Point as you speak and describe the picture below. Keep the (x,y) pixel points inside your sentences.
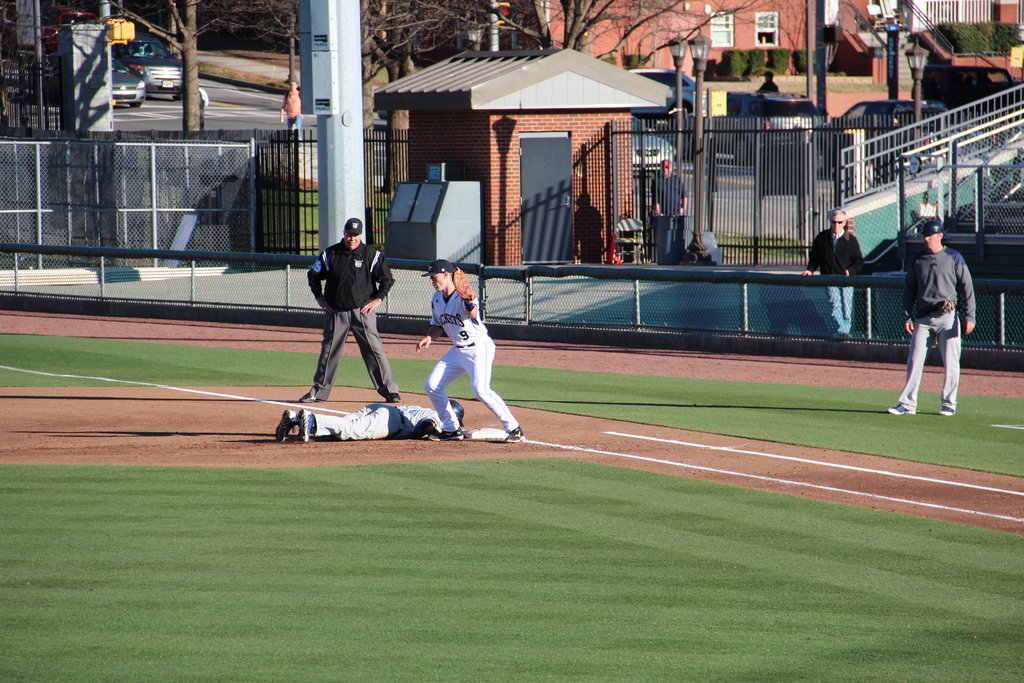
In this image we can see the players (455,402) and also the people (952,337). We can see the playground (537,459), fence (751,322), railing (995,100) and also the roof (505,95) for shelter (551,149). We can also see the buildings (647,42), light poles (699,61), plants (638,57), trees (364,40), vehicles (147,82) and also the road (252,116).
